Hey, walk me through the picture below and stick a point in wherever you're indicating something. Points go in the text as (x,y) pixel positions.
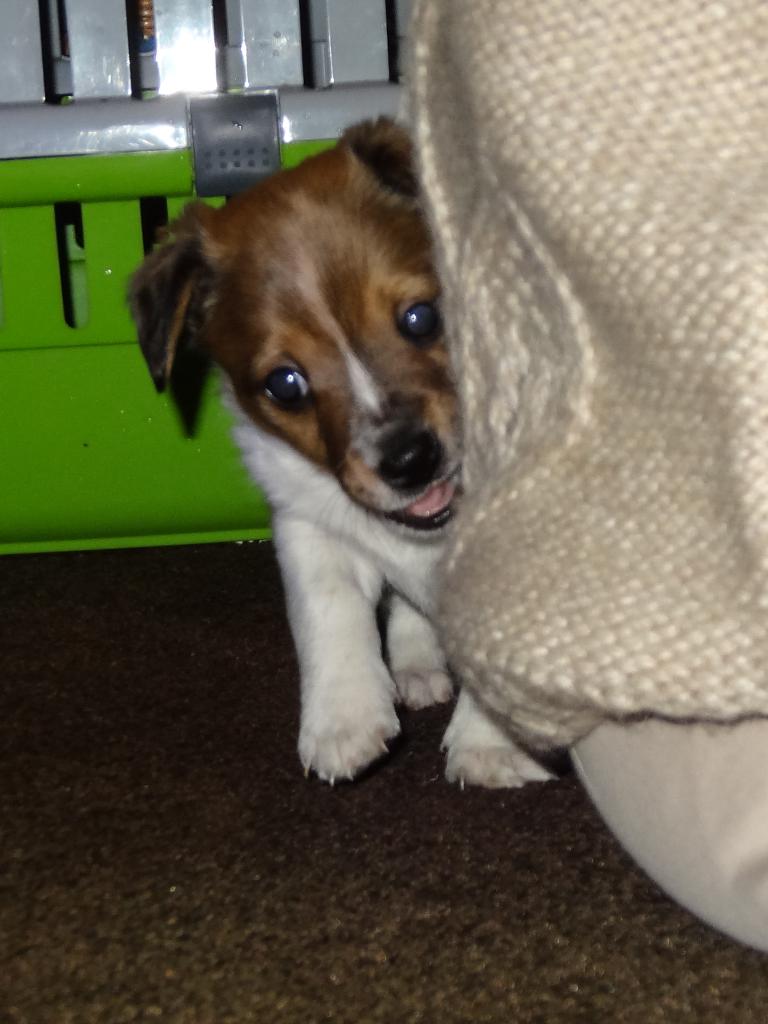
In this picture I can see a dog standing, there is a person (554,510) sitting, and in the background (49,56) there is an object (33,66).
